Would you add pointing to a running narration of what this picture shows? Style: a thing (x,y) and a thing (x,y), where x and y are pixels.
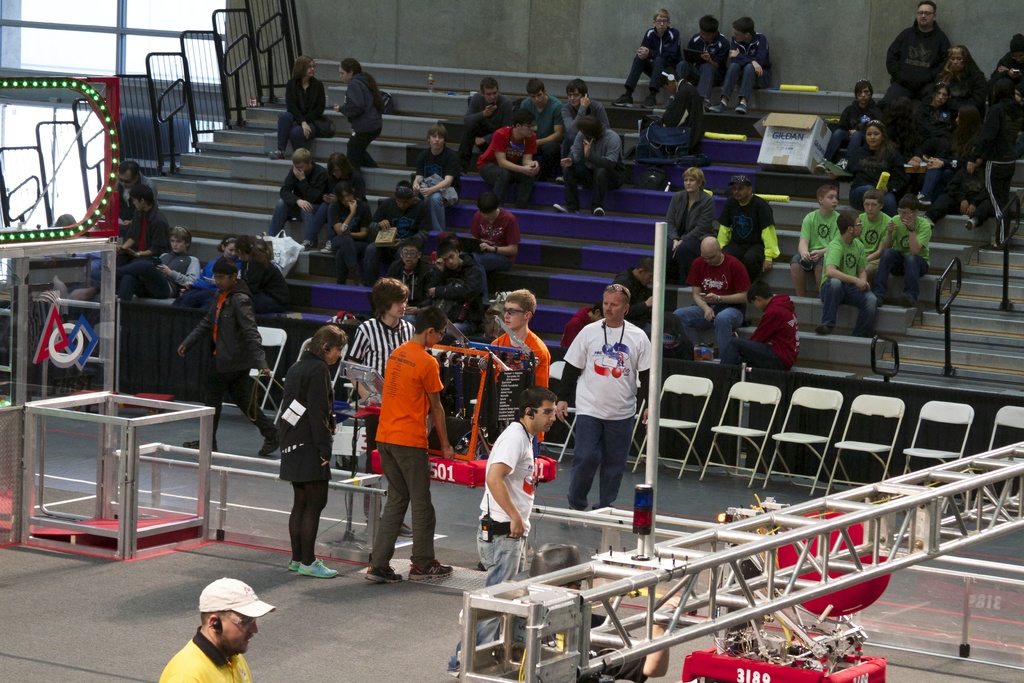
In the foreground (381,345) I can see tables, metal rods (680,564), chairs (801,396) and group of people (584,446) are holding an object (487,425) in hand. In the background (748,230) I can see a crowd (417,184) is sitting on a stairs (200,169), fence (226,117) and a wall (409,42). This image is taken during a day.
